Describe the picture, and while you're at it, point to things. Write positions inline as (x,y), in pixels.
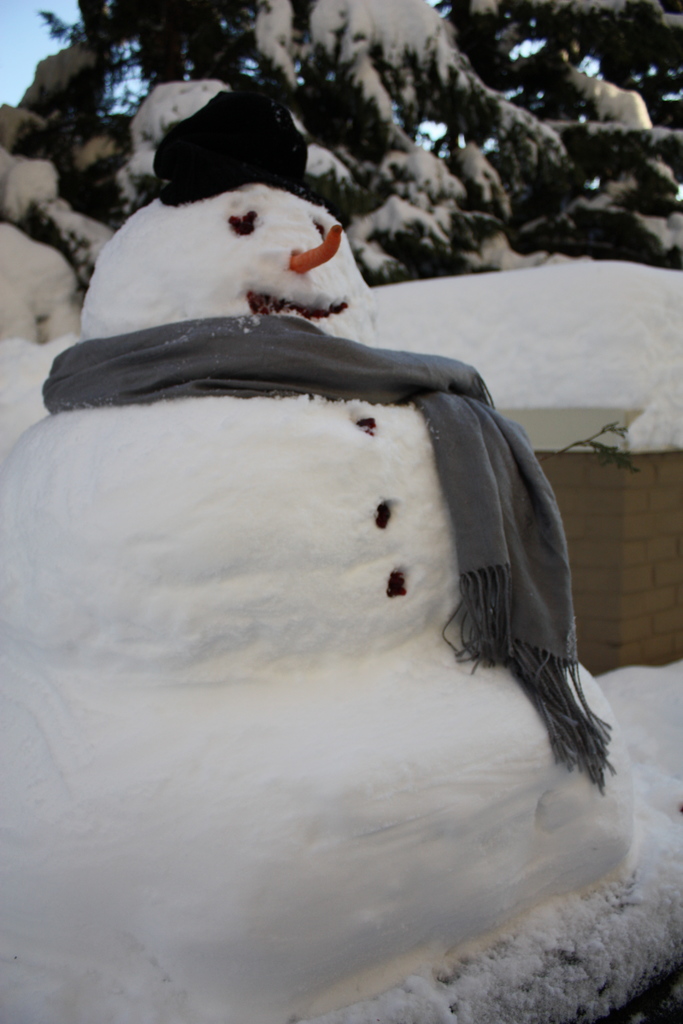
In the picture we can see a snow doll (316,787) on the surface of the snow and behind it, we can see some trees (458,257) with a snow (326,35) on it and beside it we can see a part of the sky (77,20).
